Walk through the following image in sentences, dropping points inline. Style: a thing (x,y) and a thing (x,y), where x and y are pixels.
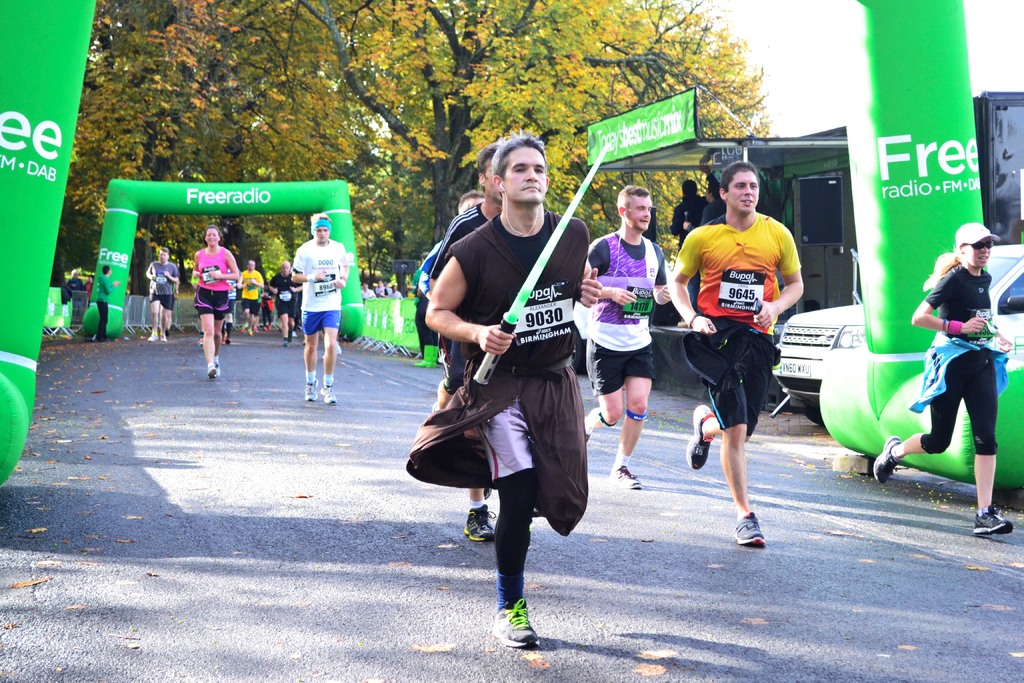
In this picture I can see there are few people (504,304) running and they are wearing jerseys (720,275) and there is a paper (568,335) pasted on the shirts (470,308) and in the backdrop (125,263) I can see there are green arch (893,304) and trees (221,179). There is a car (790,372) parked here on to right side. The sky (837,62) is clear.
